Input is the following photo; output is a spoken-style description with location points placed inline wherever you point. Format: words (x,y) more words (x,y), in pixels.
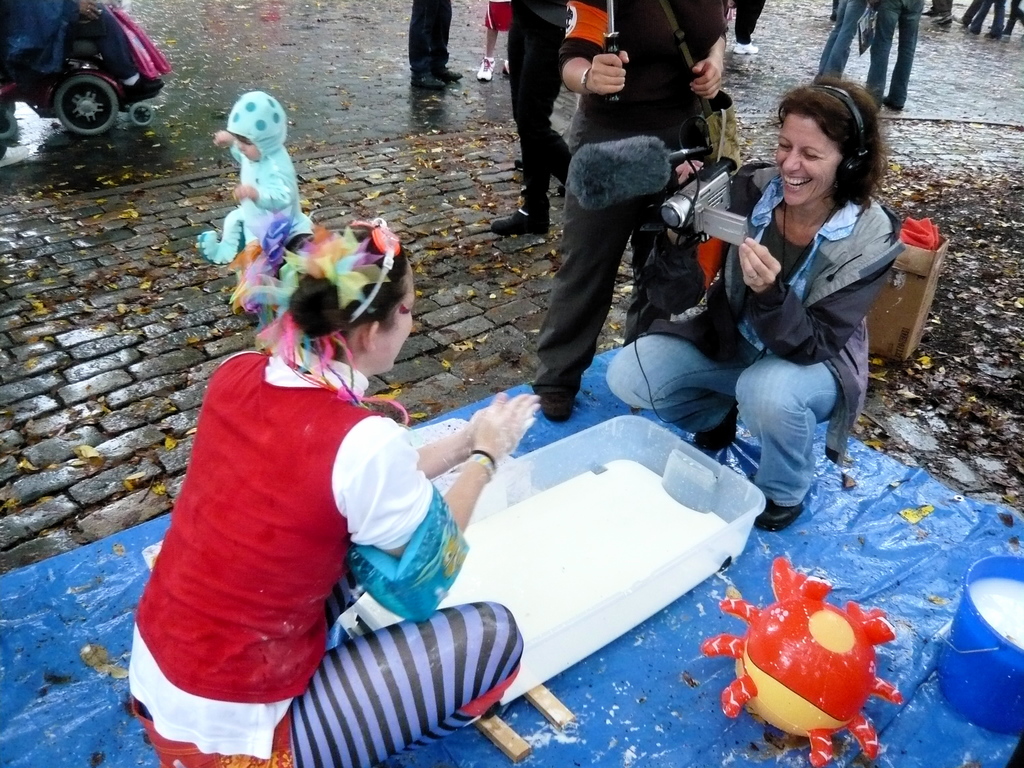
In this image we can see, few people (526,232) on the road (473,153), a person (826,185) is holding a camera (709,214) and a person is holding an object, there is a tub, a bucket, a toy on the blue color sheet (831,528) and a person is sitting on the wheel chair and there is a box (899,328), and an object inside the box (900,300) behind the person (795,324).
